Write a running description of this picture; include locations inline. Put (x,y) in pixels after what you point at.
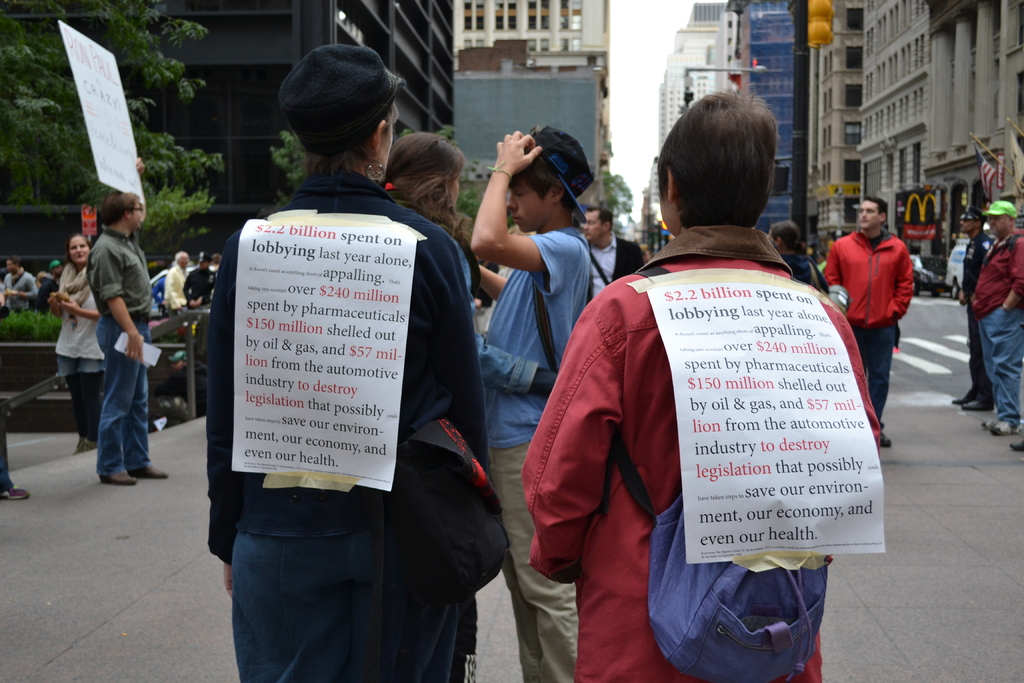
In this image there are a few people (458,266) on the roads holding placards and wearing posters (779,346) behind their back (657,320), in the background of the image (901,117) there are trees (54,114) and buildings (837,130), in front of the buildings (945,107) there are name boards (931,233) of the shops (932,226), flags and there are cars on the roads (15,588).
